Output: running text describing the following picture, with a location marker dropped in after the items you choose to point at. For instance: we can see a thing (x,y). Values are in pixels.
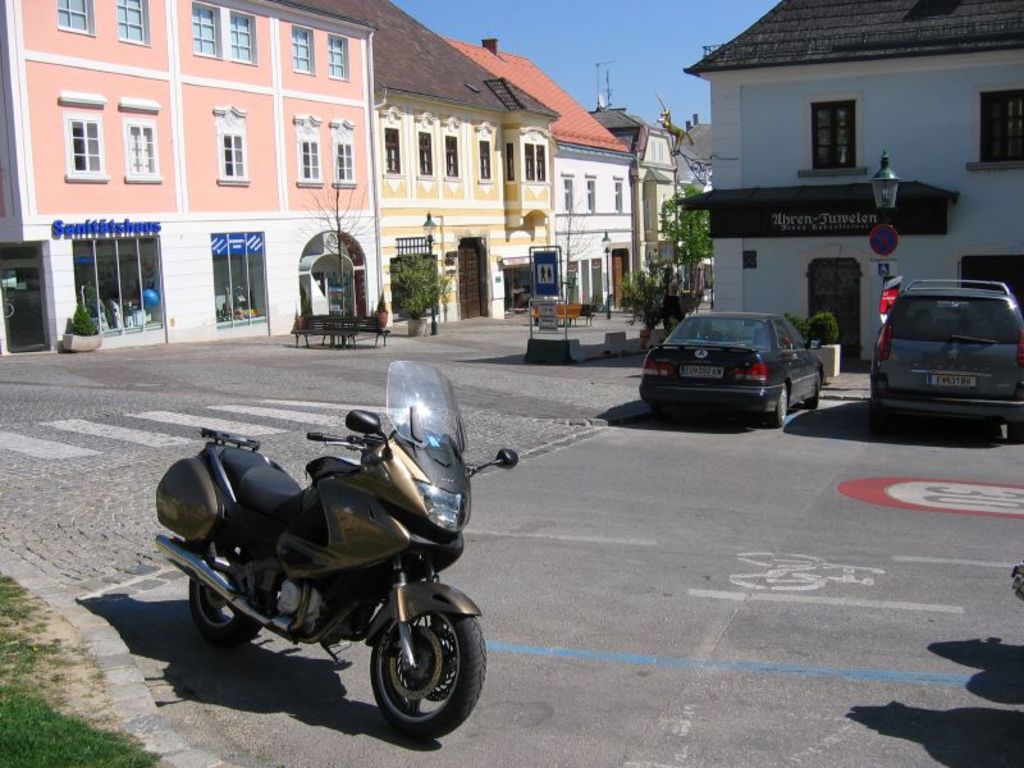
In this image we can see a bike (414,547) and vehicles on the road (501,478). In the background (519,159) there are plants (693,253), hoardings (557,254), sign boards (555,273) on the light poles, glass doors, buildings (291,196), windows (350,159), poles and sky (724,27).
